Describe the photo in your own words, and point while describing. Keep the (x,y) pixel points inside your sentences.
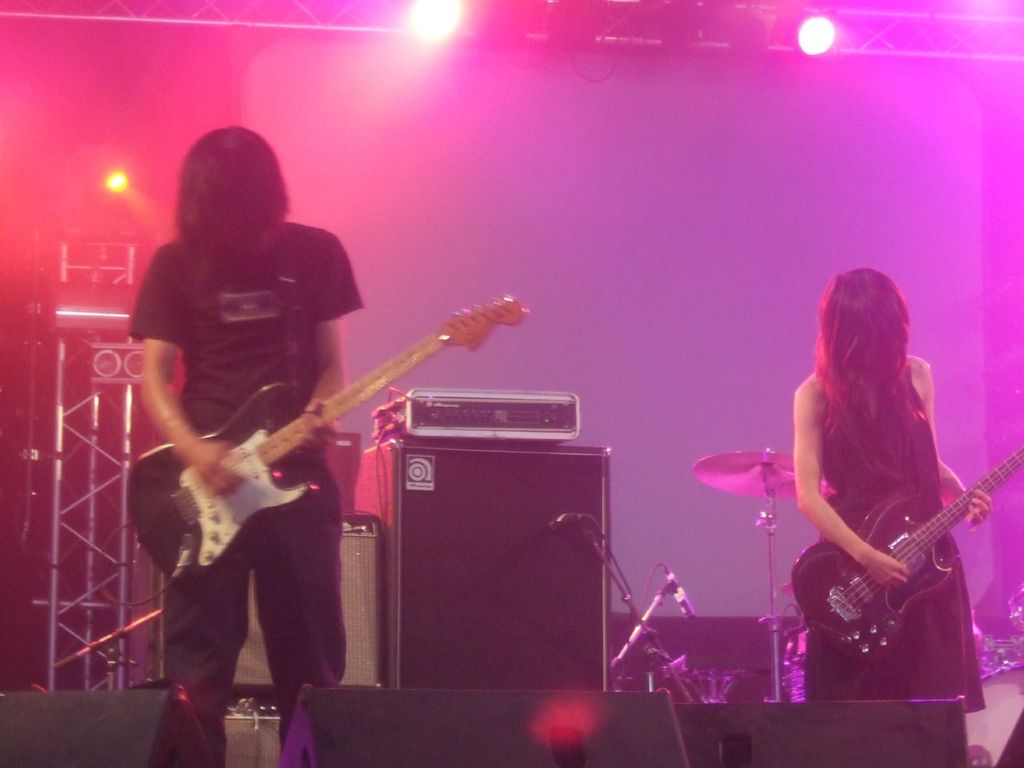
in this image the two persons (883,448) are playing the guitar (245,412) on the stage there are many instruments (198,521) are there and both of them are wearing a black color and the back ground (738,212) is pink and purple.
